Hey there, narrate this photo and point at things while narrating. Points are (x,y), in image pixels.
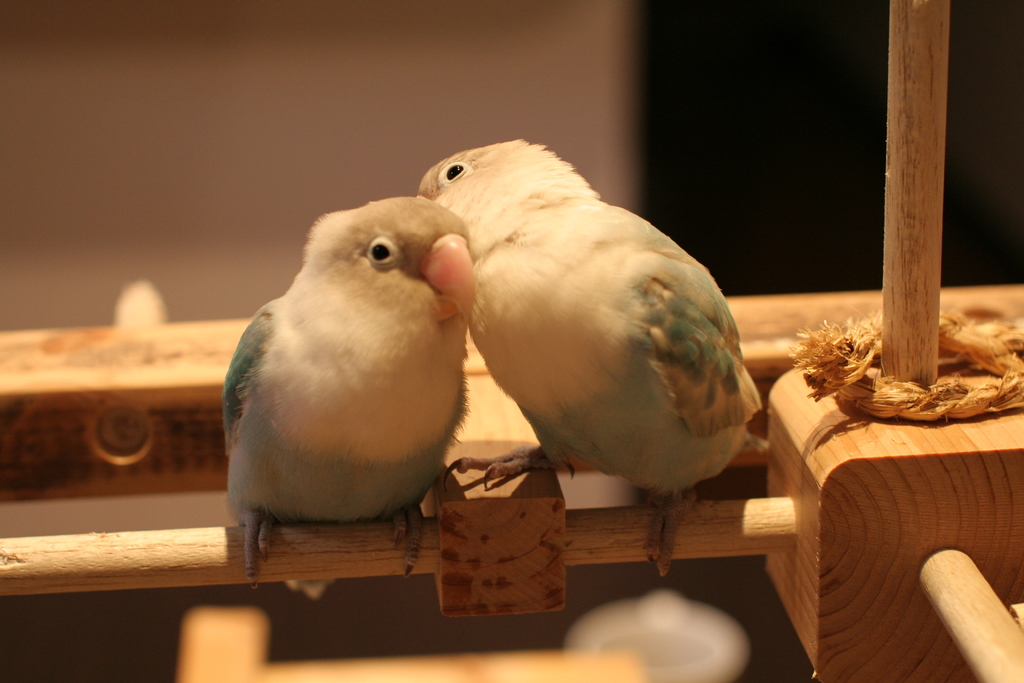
In this image I can see two birds (365,387) on a wooden object (639,518). On the right side (863,354) there is a rope (860,373).
